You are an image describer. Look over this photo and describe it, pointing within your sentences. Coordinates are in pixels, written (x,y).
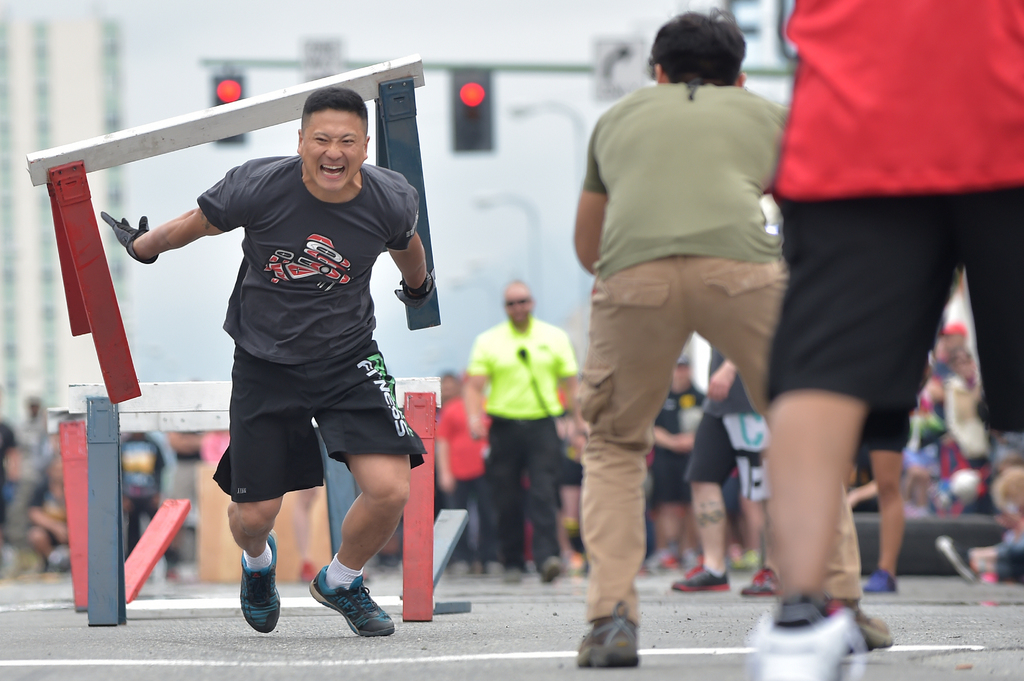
In this picture I can see a man (362,365) running, there are hurdles (173,123), there are signal lights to a pole (357,67), there are group of people (726,298), and there is blur background (463,333).
